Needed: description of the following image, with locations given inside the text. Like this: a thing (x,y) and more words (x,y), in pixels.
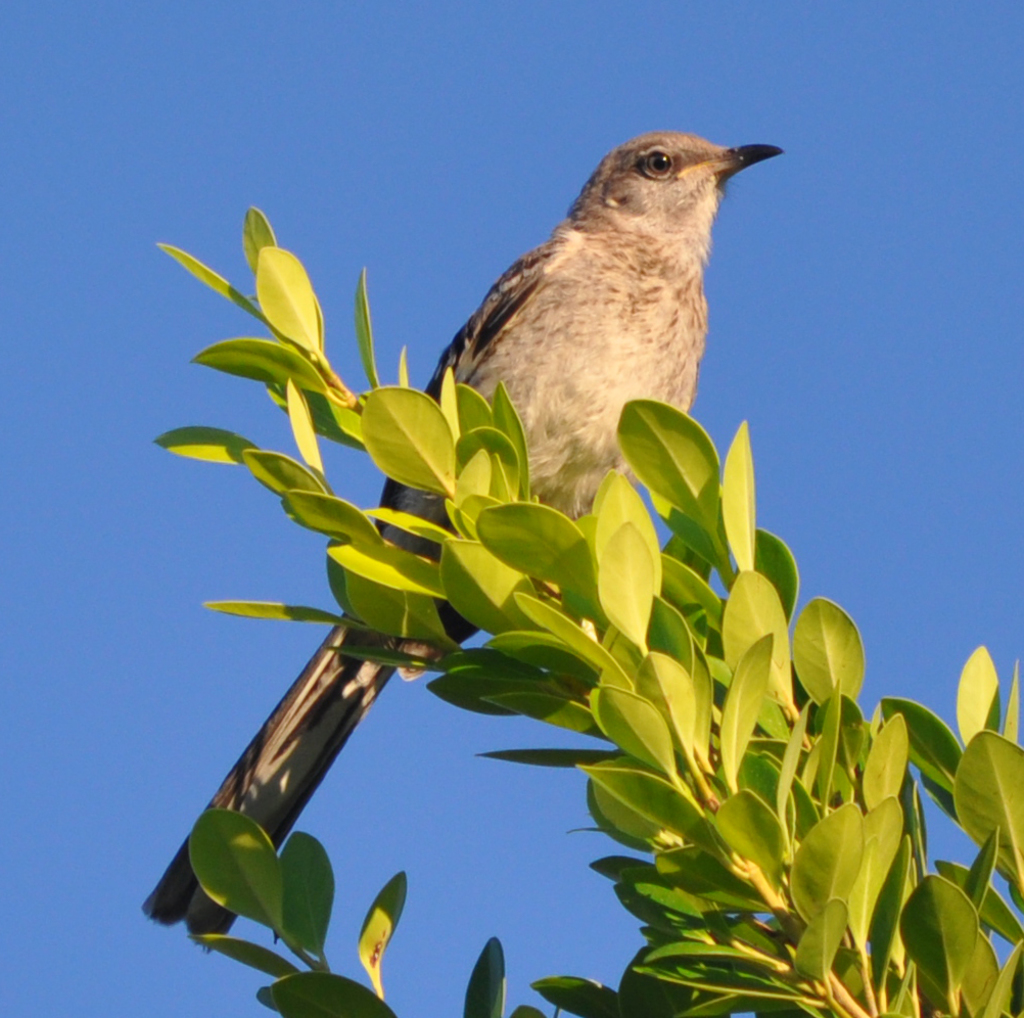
In this picture I can see there is a bird (282,775) sitting on the stem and it has some leaves (665,750). The sky (595,874) is clear.
